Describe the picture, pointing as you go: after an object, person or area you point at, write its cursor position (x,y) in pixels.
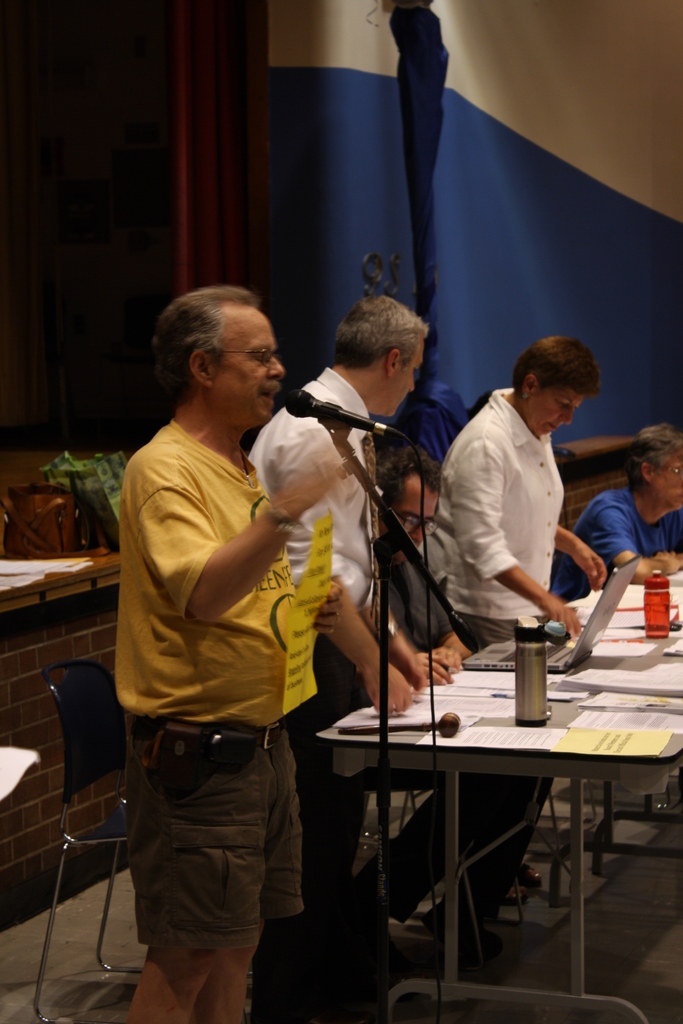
In this image I can see few people (239,845) where two of them are sitting and rest all are standing. Here I can see a mic (381,739) and a table (612,775). On this table (622,665) I can see few bottles (537,662) and number of papers (570,736) and a laptop (567,660).
